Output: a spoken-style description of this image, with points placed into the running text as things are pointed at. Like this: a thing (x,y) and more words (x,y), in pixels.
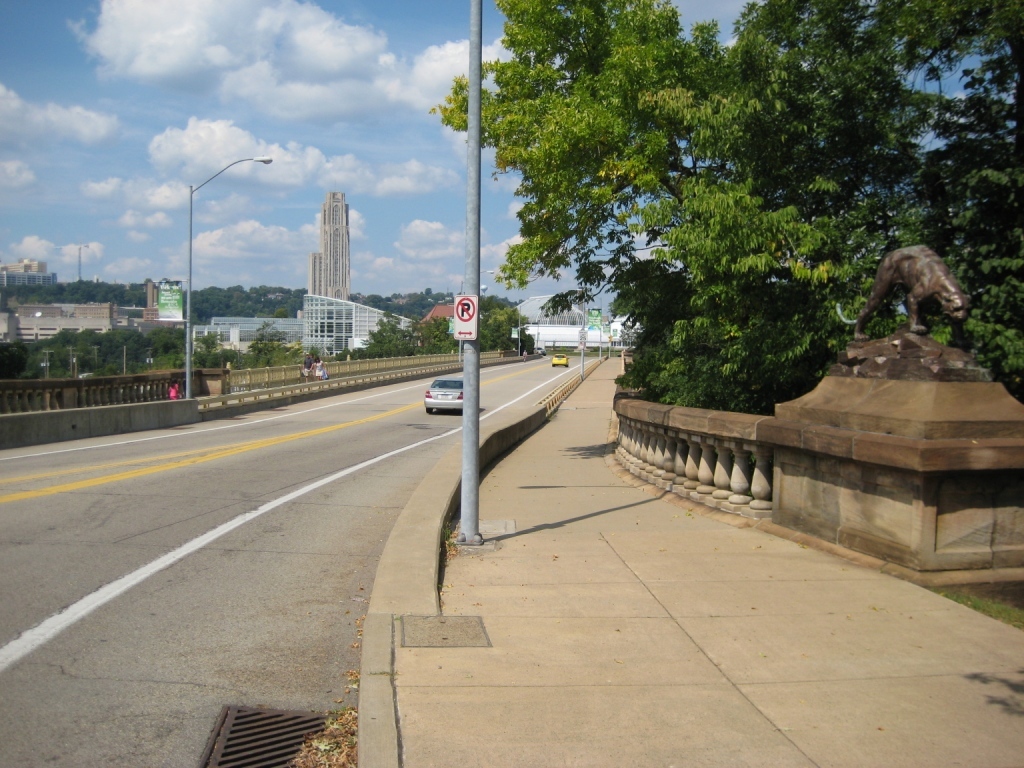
In the foreground of this picture (499,518), there is a pedestrian path (527,565) and a pole (467,387). There is also a road (305,580) on which vehicles (454,385) are moving. On the right side of the image (940,263), there is a tree (774,147) and a sculpture (919,353). On the left side (131,370), there are trees (134,340), buildings (242,341), poles (257,161), sky (298,114) and the cloud (211,161).
